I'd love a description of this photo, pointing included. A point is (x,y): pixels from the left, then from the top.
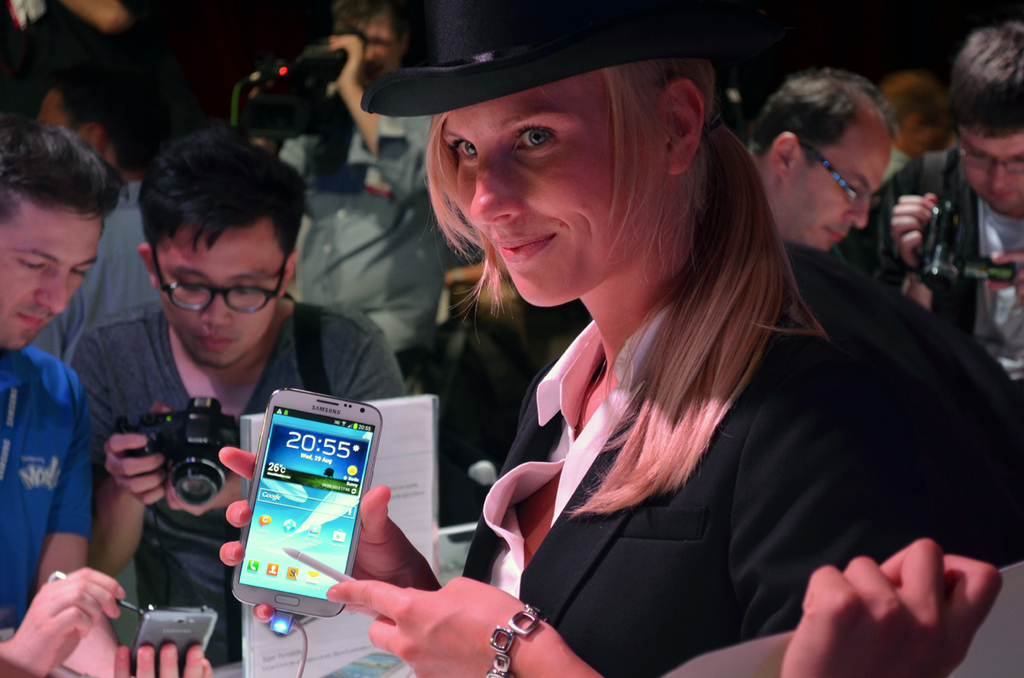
In this picture there is a lady (560,94) who is sitting at the right side of the image (697,158) and there is a phone (264,440) in her hand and there are group of people (372,239) behind the lady (713,82) those who are watching the videos of phone (333,459), it seems to be they are taking the videos of phone (336,478).
